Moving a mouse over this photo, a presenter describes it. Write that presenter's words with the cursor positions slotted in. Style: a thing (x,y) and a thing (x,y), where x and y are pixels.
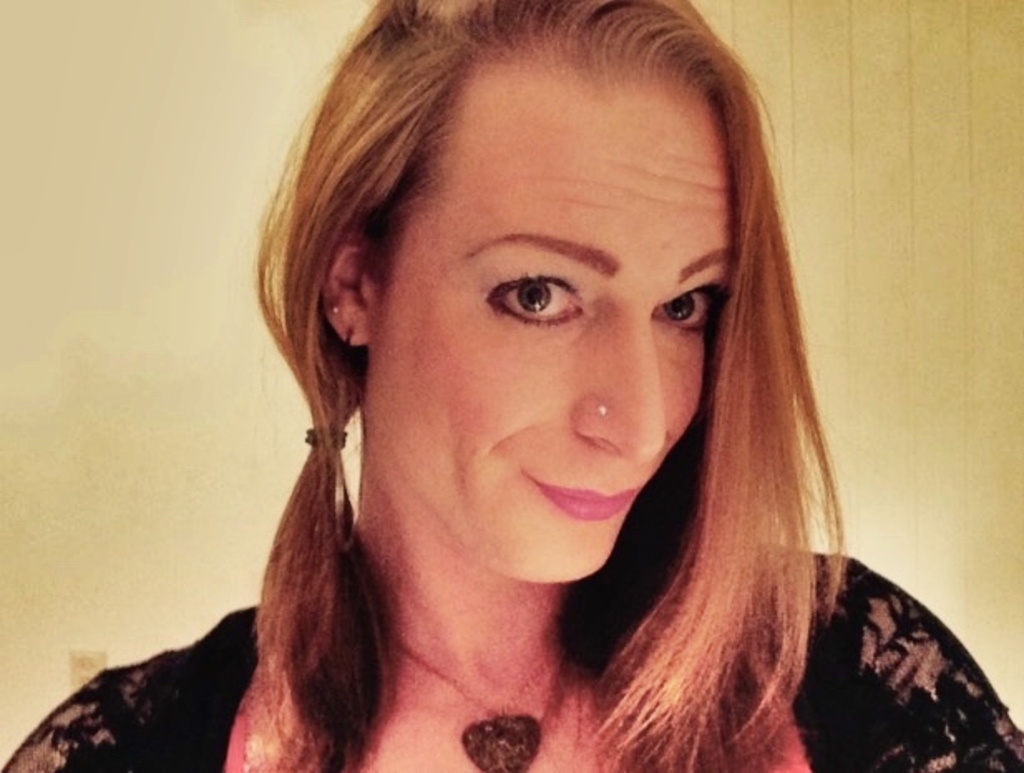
In this picture there is a woman (488,272) who is wearing black dress (875,755) and locket (518,722). She is smiling. in the back (918,414) I can see the wall (937,386).
